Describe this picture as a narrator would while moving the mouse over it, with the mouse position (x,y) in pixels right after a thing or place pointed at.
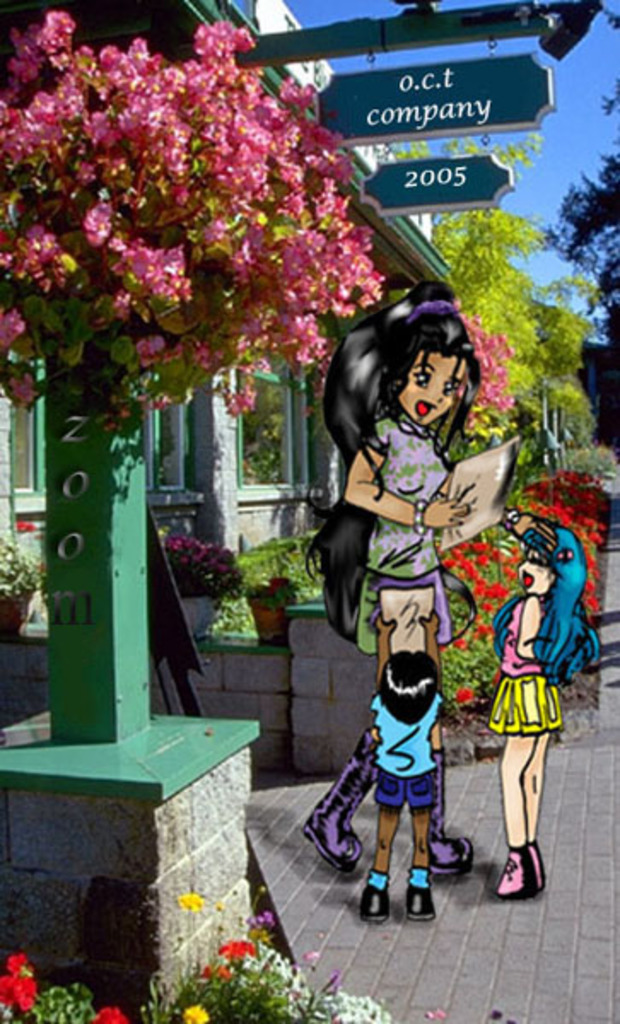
In this image we can see an edited picture. In the picture there are cartoons (430,857) standing on the floor (394,910), flowers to the shrubs (228,961), building (247,445), name boards (399,184), trees (473,228), creepers (293,202) and sky (528,209).
